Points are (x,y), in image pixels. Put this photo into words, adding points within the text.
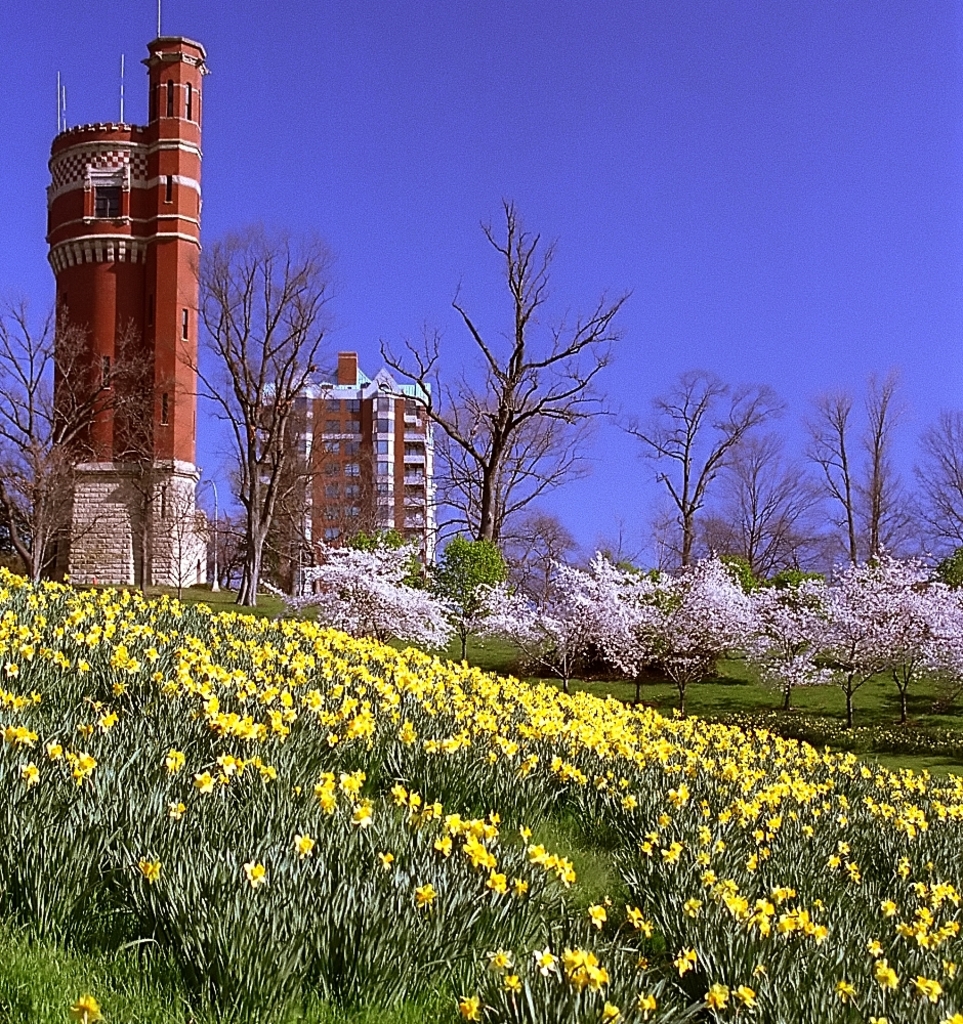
In this picture we can see flowers (184,667), trees (392,632), buildings (399,476) with windows (352,494), grass (854,712) and in the background (224,336) we can see the sky (369,320).
